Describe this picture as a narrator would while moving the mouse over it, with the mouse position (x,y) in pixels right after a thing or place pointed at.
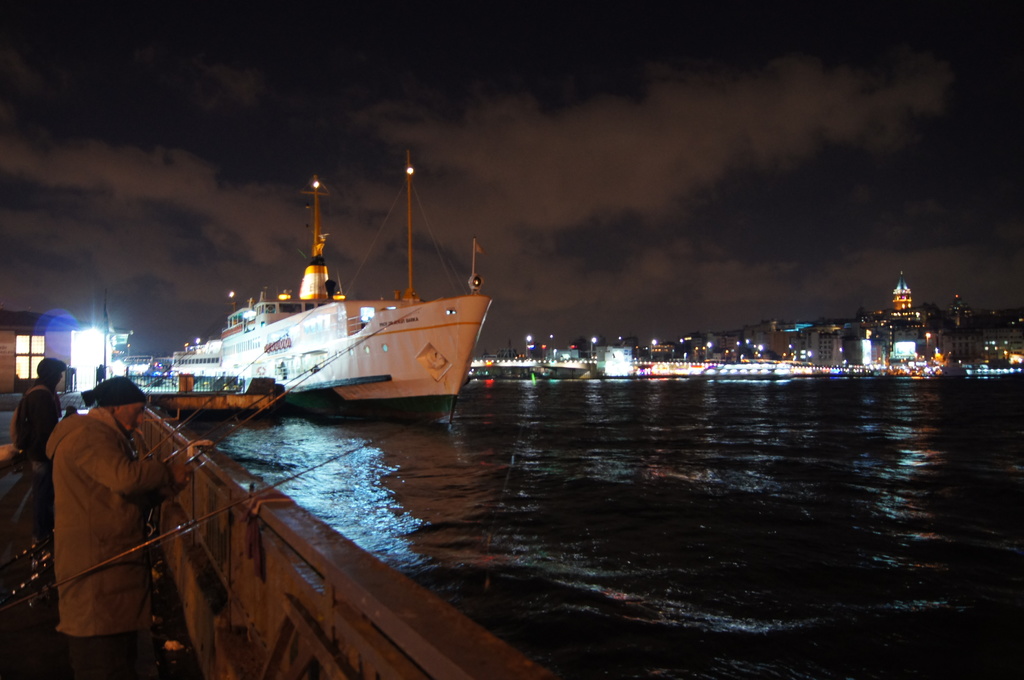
In this image the clouds (246,68) are dark and it is almost night and here is a sea (465,403) where there is a ship (299,323) on the sea (350,468) and here is a bridge (333,662) and there is a person (135,613) who is on the other side of the bridge (198,467) and here is another person (45,391) who is wearing a bag (21,430) and here is a house (30,352) with some roof (6,316) on it and also there are windows (34,372) and here are some buildings (900,337) with some colorful lights (651,363) there are many buildings (806,349) over here.
